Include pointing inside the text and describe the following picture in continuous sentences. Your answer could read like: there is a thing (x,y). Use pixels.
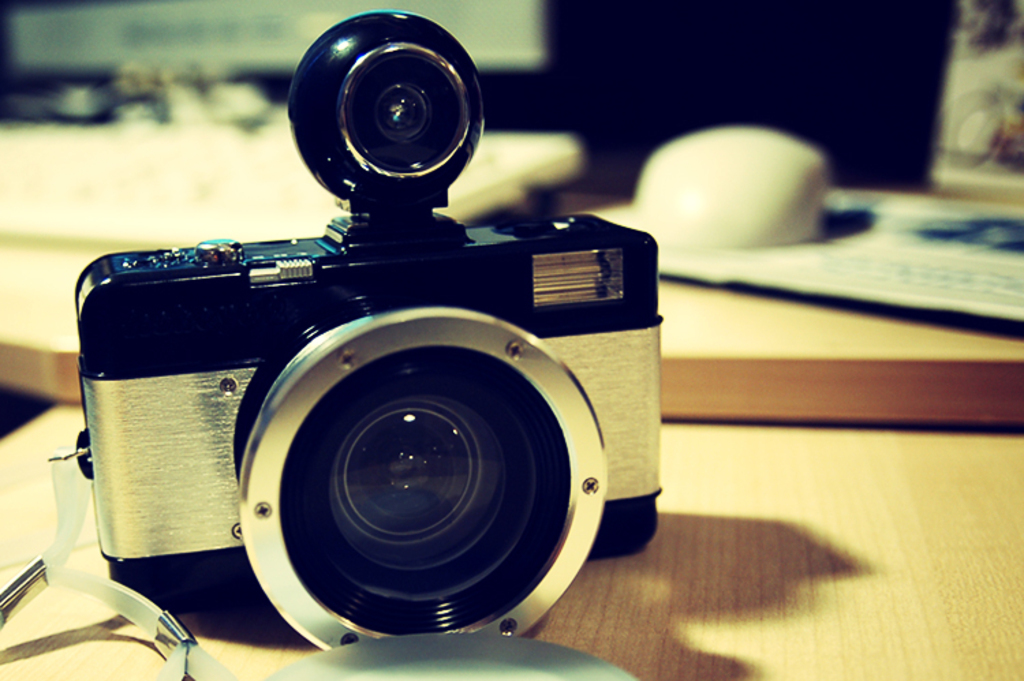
In the image there is a camera (362,446) kept on the table (698,610) and the background of the camera (120,522) is blur.
